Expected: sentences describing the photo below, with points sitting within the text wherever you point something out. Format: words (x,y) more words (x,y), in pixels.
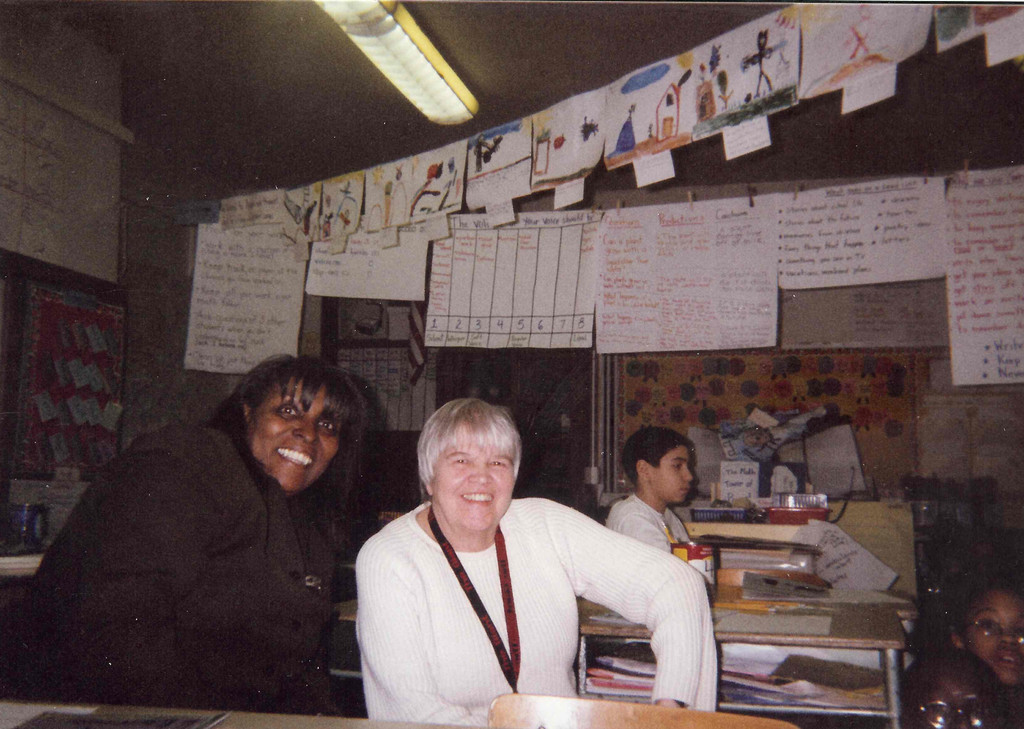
In this image we can see a few people (424,540) sitting, in front of them, we can see some tables (638,697), on the tables (725,628), there are some papers (783,585), trays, tin (710,561) and some other objects (761,505), we can see some posters (316,226) with text (600,260) and images (350,202) on it and also there are some posters (582,261) on the wall (941,440), at the top (418,62) we can see a light (381,13).
